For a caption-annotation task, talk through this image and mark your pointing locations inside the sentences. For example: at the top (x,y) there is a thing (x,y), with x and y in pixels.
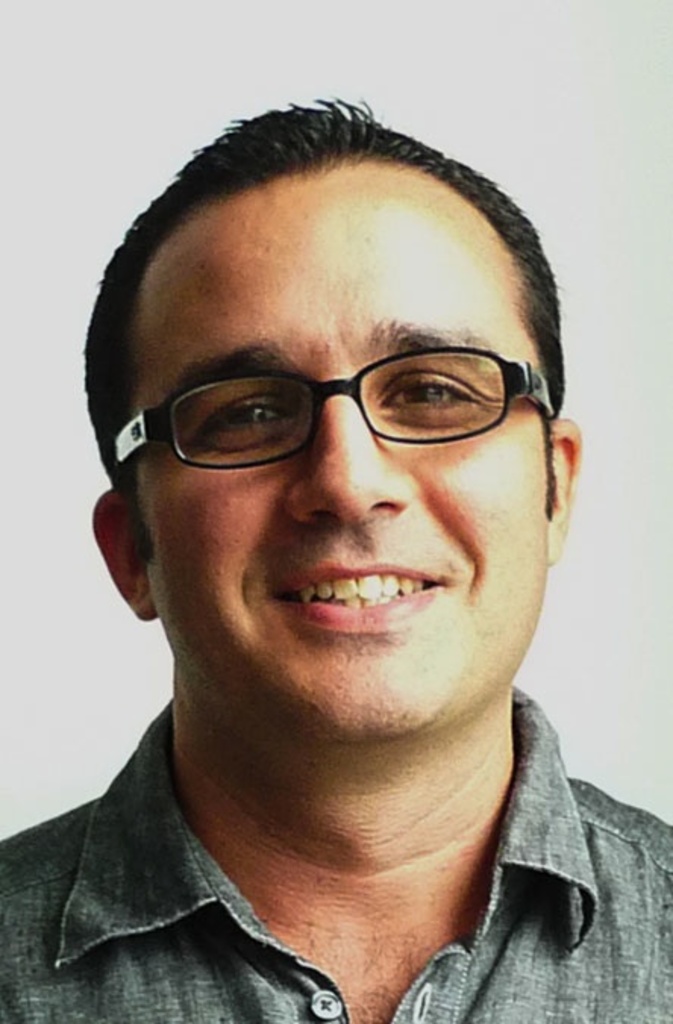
In this image we can see a man (348,577) and he is smiling. There is a white background (53,650).
